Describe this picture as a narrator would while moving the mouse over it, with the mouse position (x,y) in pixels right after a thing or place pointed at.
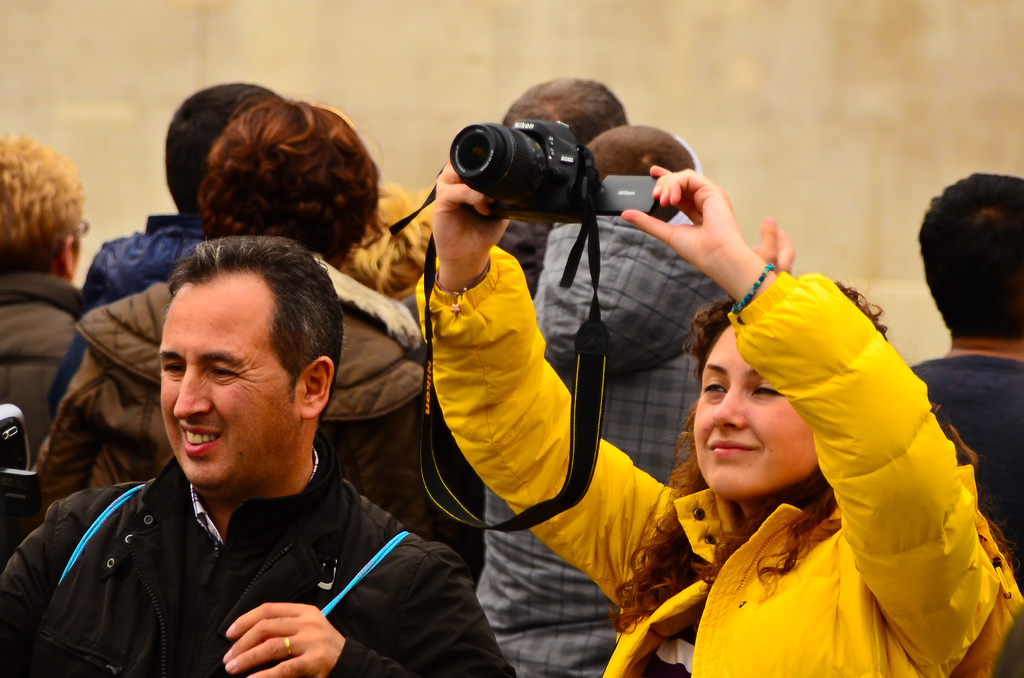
In this Picture we can see group of people (816,409) are standing, In front (175,550) a man (188,557) wearing black jacket (269,539) see straight, And a girl (784,572) beside him wearing yellow puff jacket (940,658), smiling and shooting with camera (590,214).
